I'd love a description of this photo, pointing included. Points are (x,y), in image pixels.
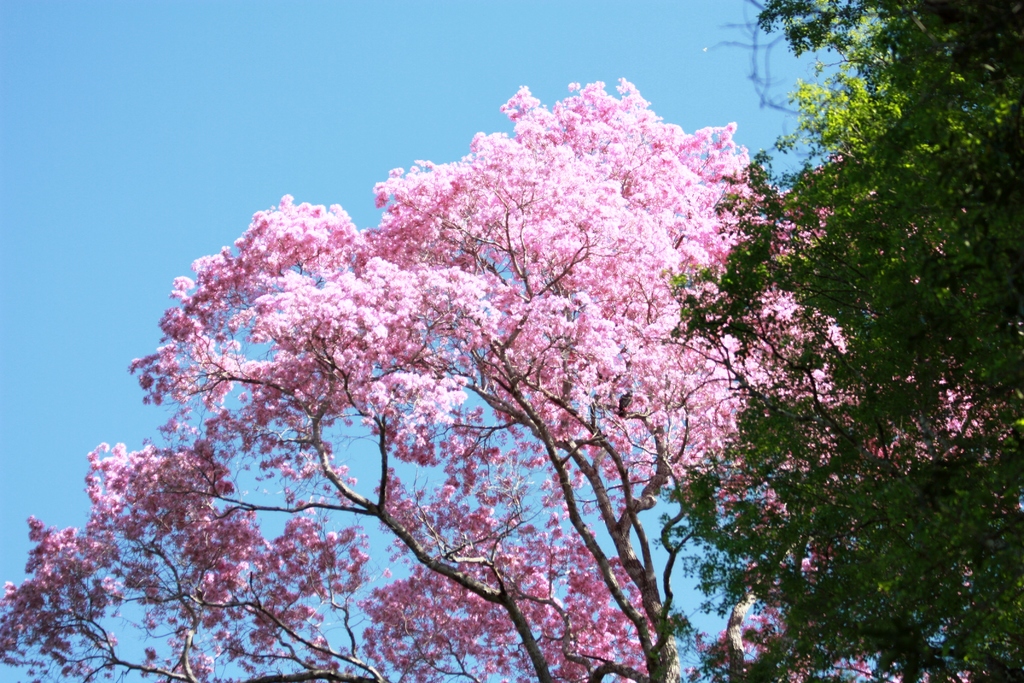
In this image we can see blossoms (635,258) and sky (61,269) in the background (327,178).
